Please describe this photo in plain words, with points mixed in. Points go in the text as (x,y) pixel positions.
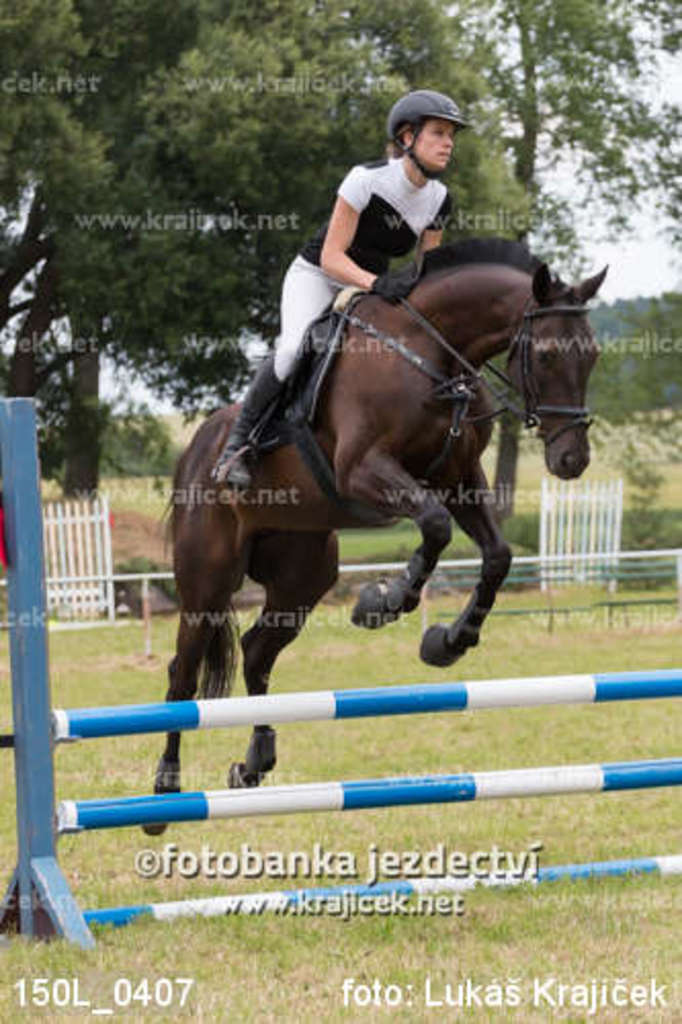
In this image, we can see some trees (524,92). There is a person (403,205) in the middle of the image (296,354) riding a horse (399,407). There is a hurdle (435,780) and some text (347,866) at the bottom of the image (415,874).
